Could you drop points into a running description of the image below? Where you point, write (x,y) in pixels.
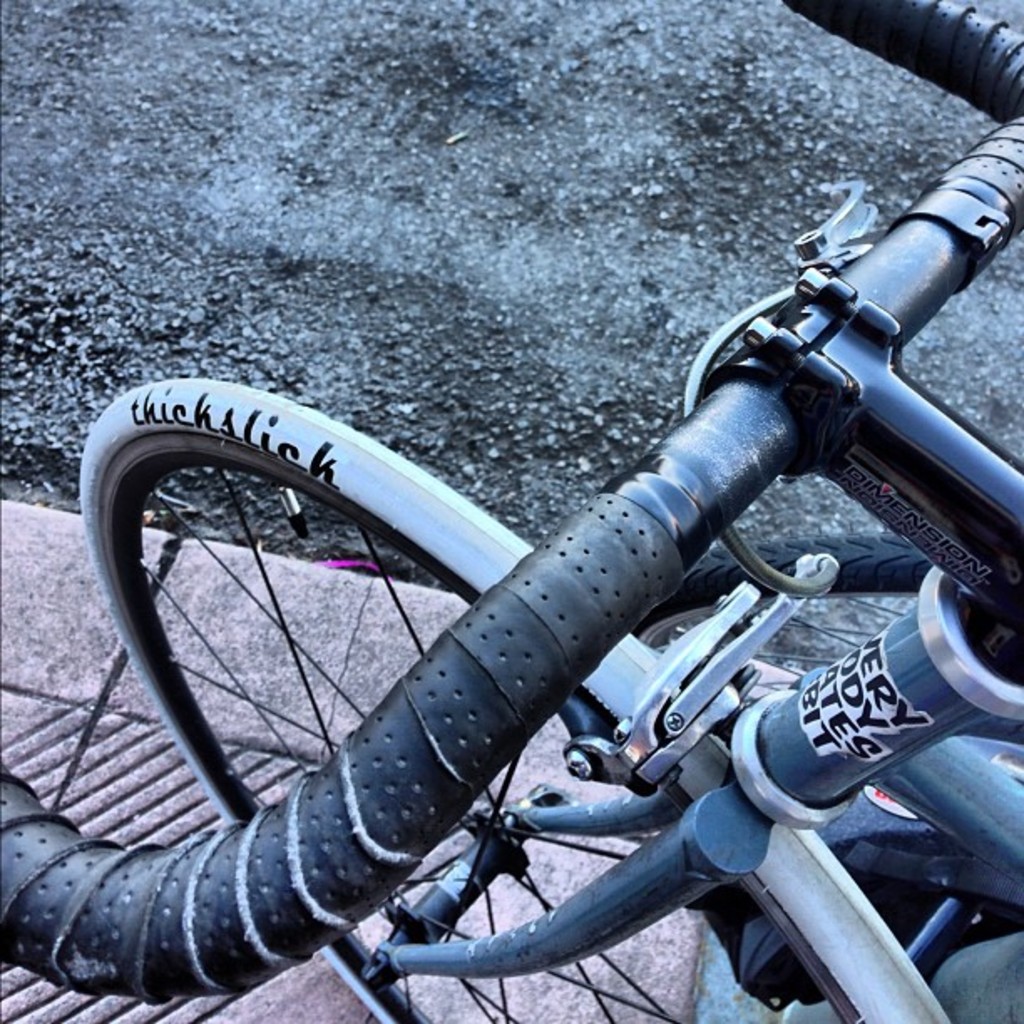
In the foreground of the picture (764,565) we can see a bicycle (562,586). At the bottom (35,695) it is footpath (208,667). At the top (466,197) there is road (406,199).
